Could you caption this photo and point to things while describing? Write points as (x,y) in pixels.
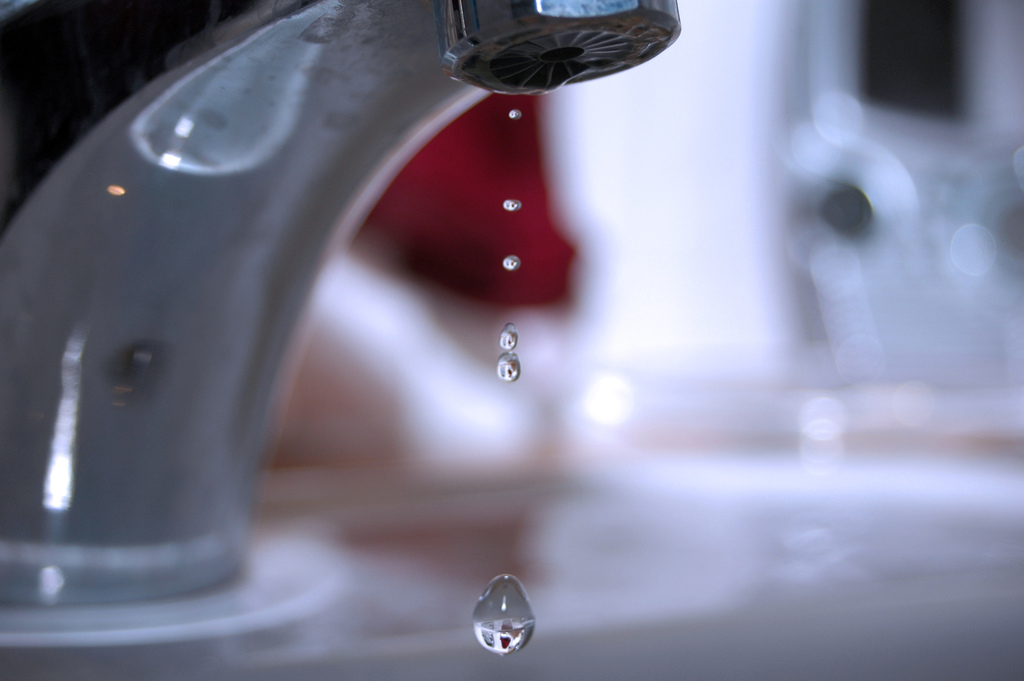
In this picture we can see a tap (211,413) and water drops (493,624). There is a blur background (806,73).
